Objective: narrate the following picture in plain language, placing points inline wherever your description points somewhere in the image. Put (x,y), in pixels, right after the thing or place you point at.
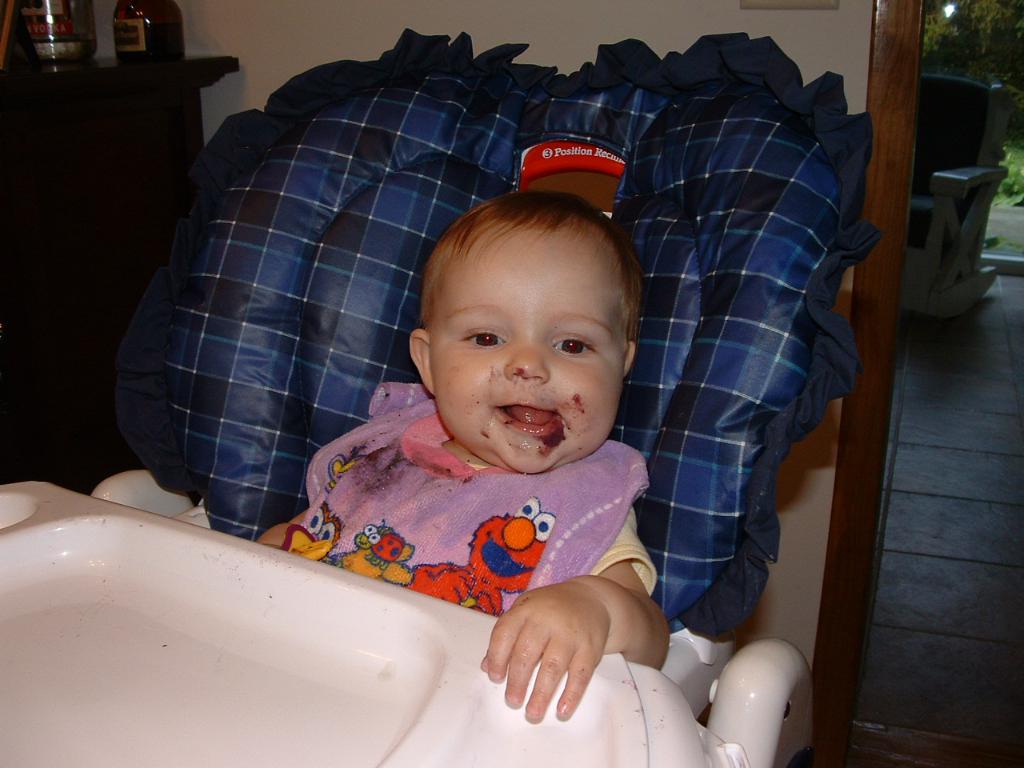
In the image we can see there is a baby (564,423) who is sitting on the chair (714,381) and wearing a bib (436,518).
